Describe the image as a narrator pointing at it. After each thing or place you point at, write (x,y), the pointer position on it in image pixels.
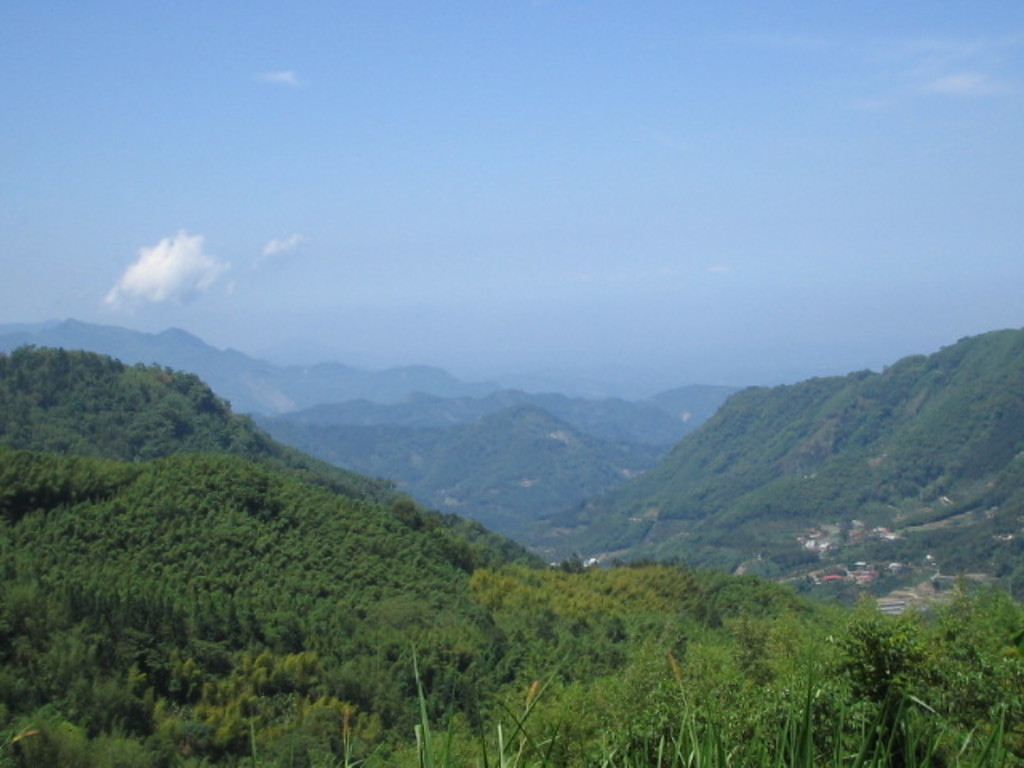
These are the trees (258,587). This looks like a small village (859,583). These are the mountains (489,400). I can see the clouds (189,262) in the sky (360,189).
